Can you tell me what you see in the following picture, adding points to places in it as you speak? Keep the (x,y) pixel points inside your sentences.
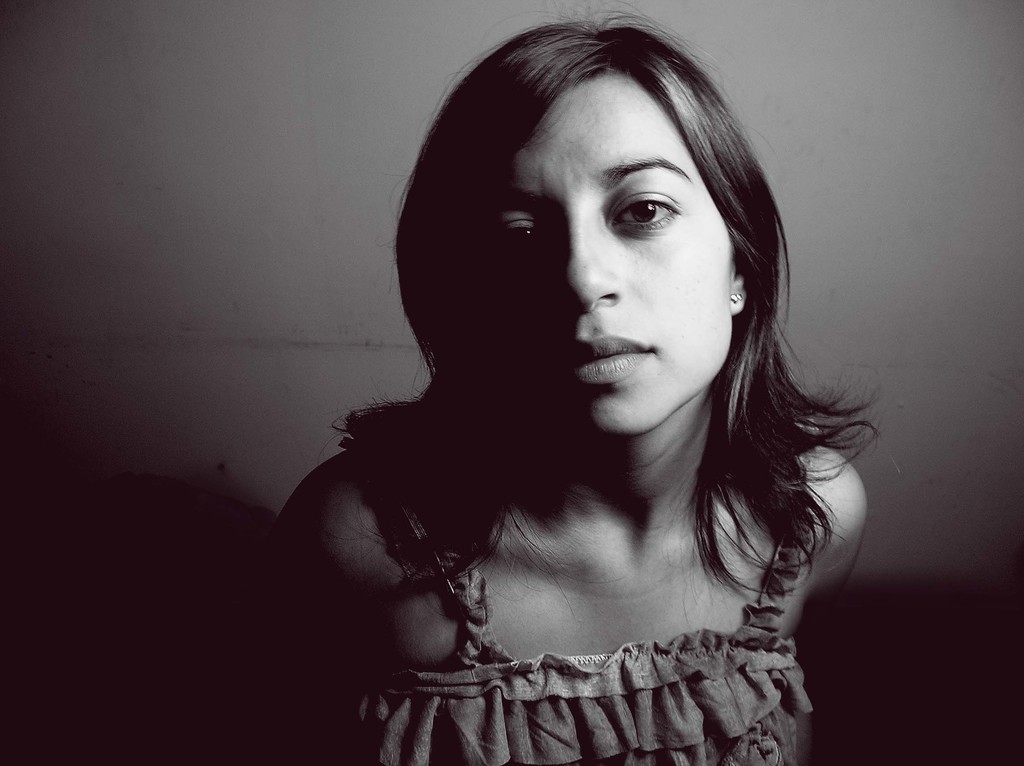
Here in this picture we can see a woman (514,173) present over there.
